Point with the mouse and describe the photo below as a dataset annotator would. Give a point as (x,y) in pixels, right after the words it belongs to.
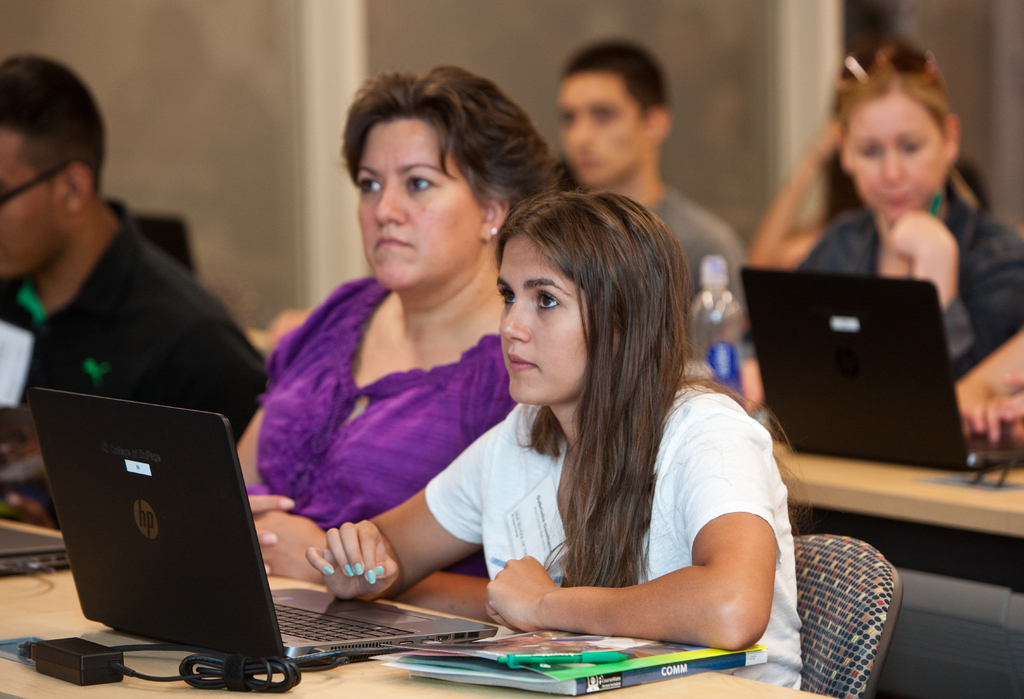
In the image to the left side (155,658) there is a table (730,678) with a laptop (215,605) and wire (181,674) connected to it. In the middle of the image (621,402) there is a lady (682,516) sitting in front of the table (58,584). Beside her there is a lady (380,360) with violet dress (407,422) is sitting. Behind them in the background (908,233) there are few people (100,328) and in front of them there is a laptop (840,392) and a water bottle (726,326) on the table (859,471).
